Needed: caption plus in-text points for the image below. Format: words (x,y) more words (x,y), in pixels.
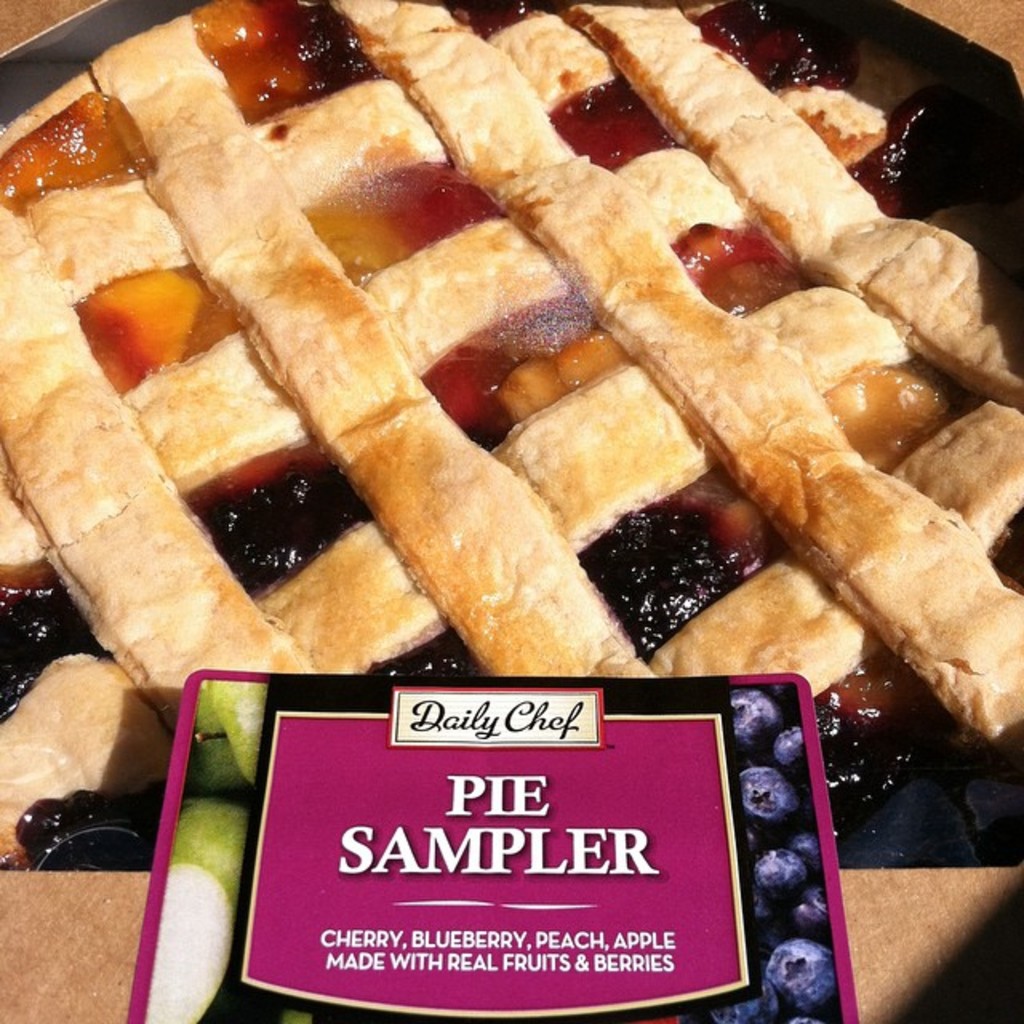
In this image, we can see some food (279,118) in the tray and there is a sticker (491,822).
